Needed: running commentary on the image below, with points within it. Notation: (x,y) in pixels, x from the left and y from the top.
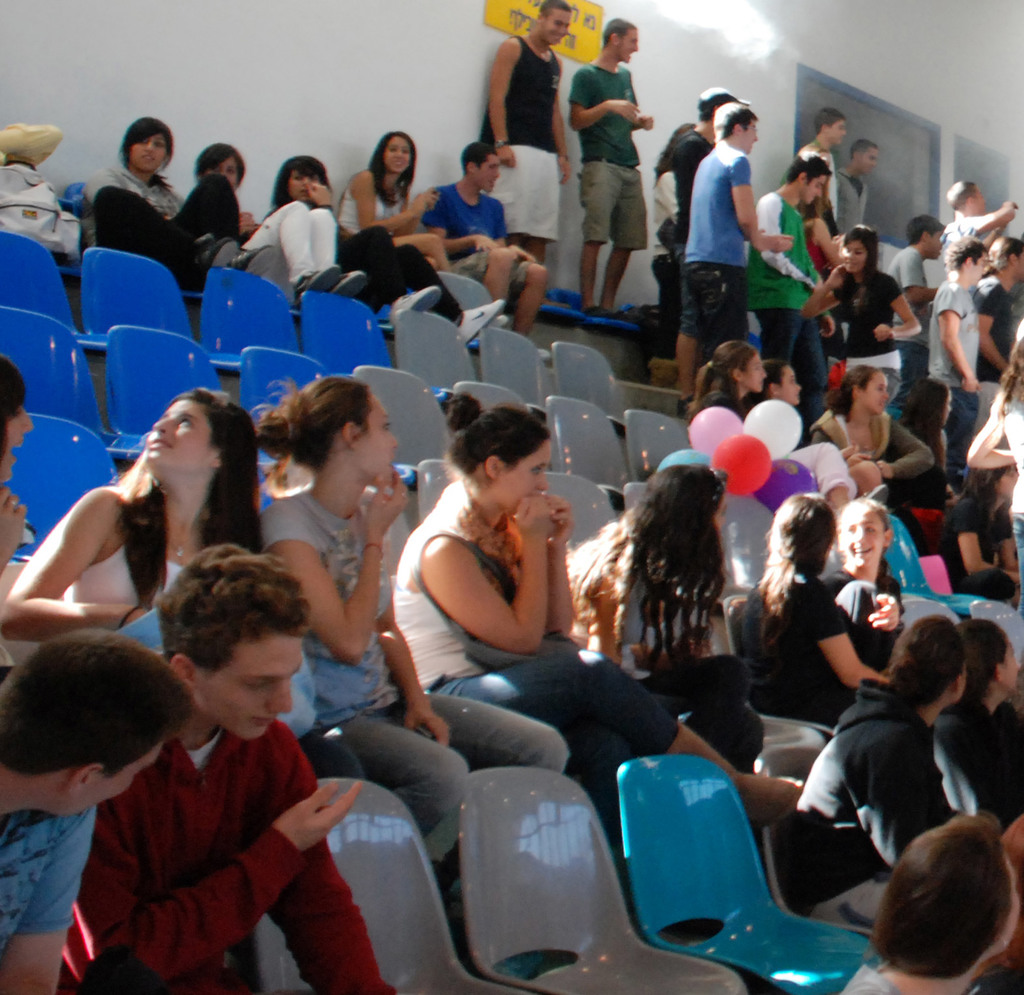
In this picture we can see some people (409,648) are sitting in a chairs (606,512), few people (664,249) are standing.
